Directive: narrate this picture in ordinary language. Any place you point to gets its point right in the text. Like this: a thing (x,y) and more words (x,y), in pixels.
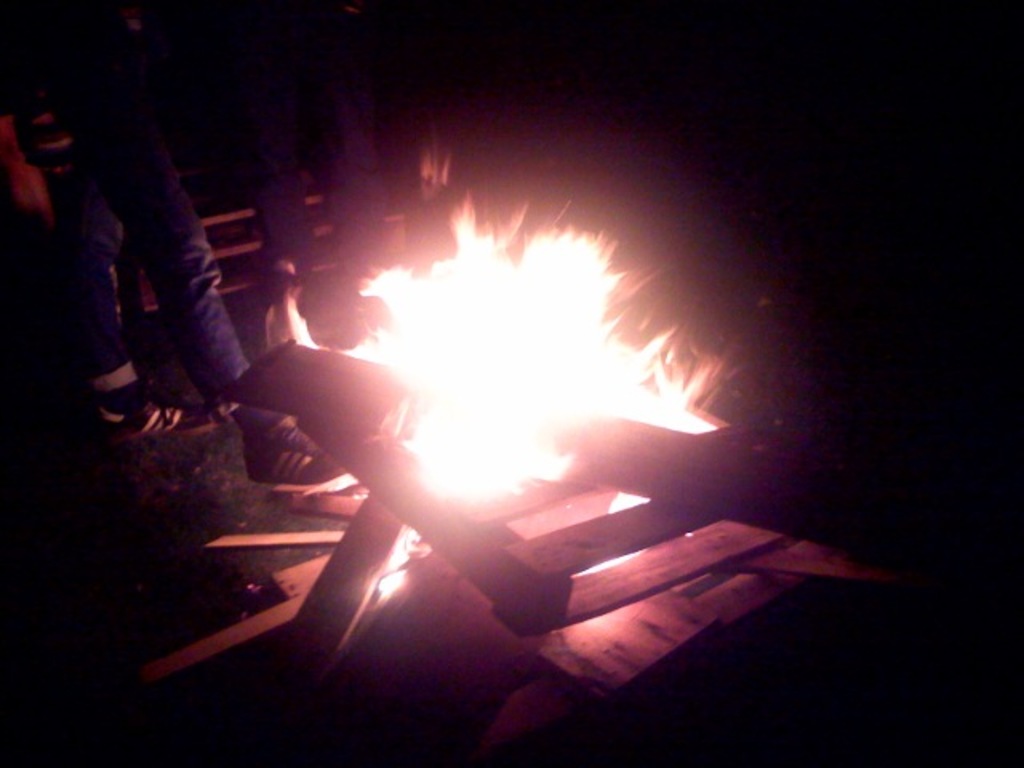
In this image, we can see fire (456,432) and some wood (506,496). We can also see the legs (347,181) of a few people (312,74). We can also see the ground (616,747).
